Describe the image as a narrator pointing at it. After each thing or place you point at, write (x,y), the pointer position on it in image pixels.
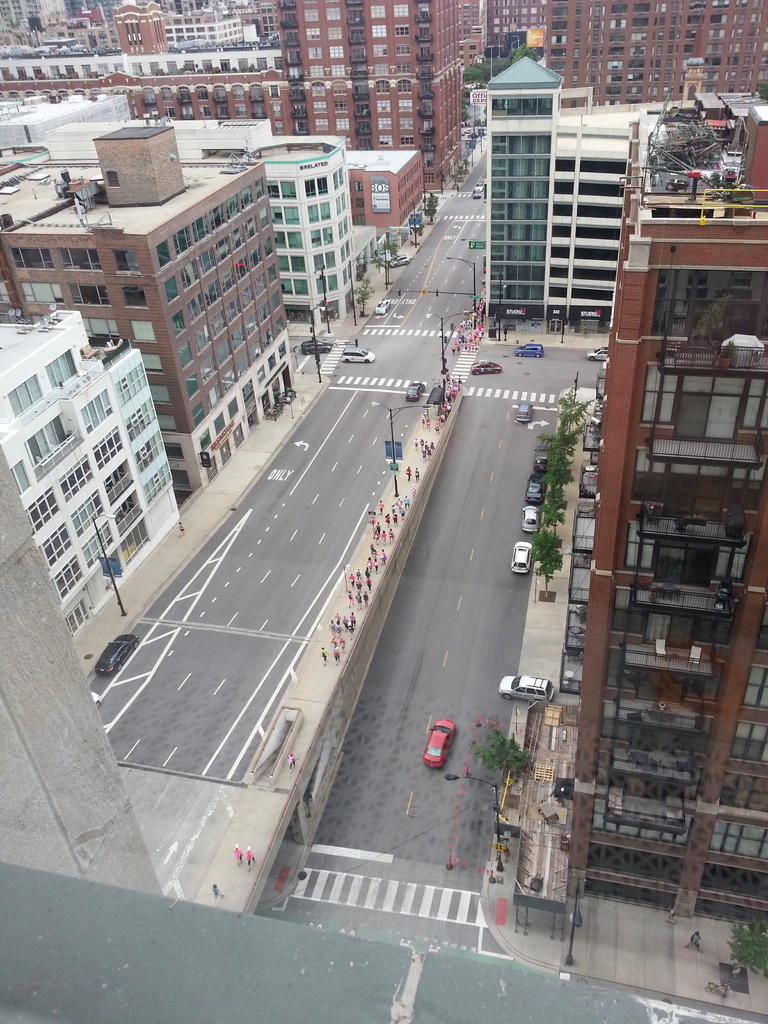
This image is taken from the top view. In this image we can see many buildings (404,156). We can also see the trees (537,549), vehicles (541,483), poles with lights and also sign boards (390,461). We can also see the road (234,565) and there are people (429,454) walking on the path (416,452).
